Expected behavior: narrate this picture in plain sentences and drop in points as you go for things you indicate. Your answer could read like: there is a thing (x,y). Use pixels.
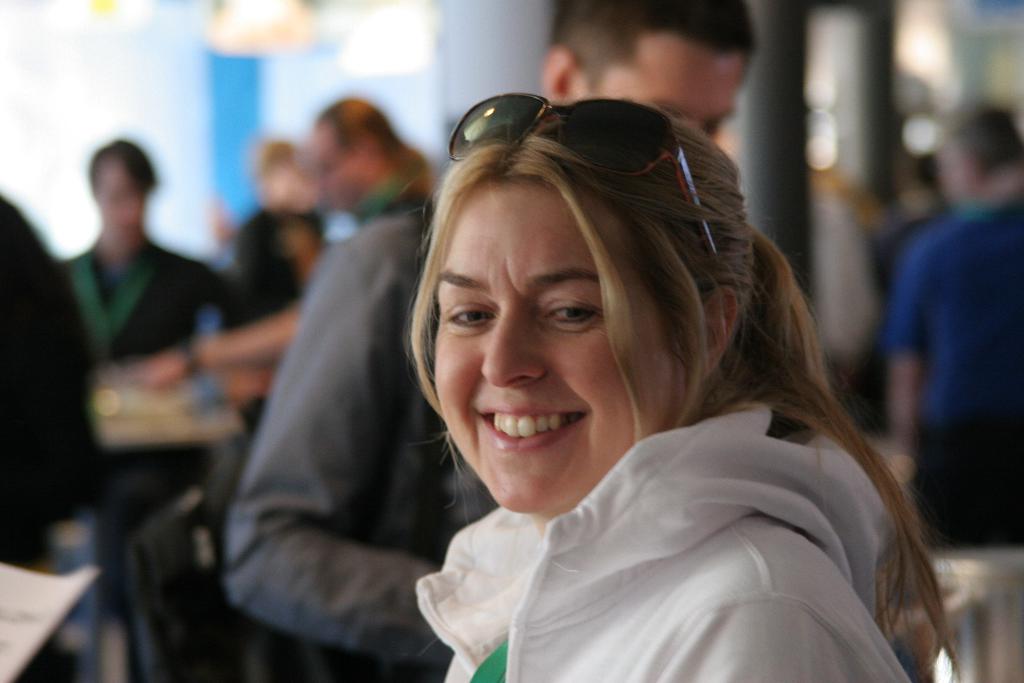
This picture describes about group of people (400,352), in the middle of the image (615,432) we can see a woman (541,382), she is smiling, and we can see spectacles (517,131).
